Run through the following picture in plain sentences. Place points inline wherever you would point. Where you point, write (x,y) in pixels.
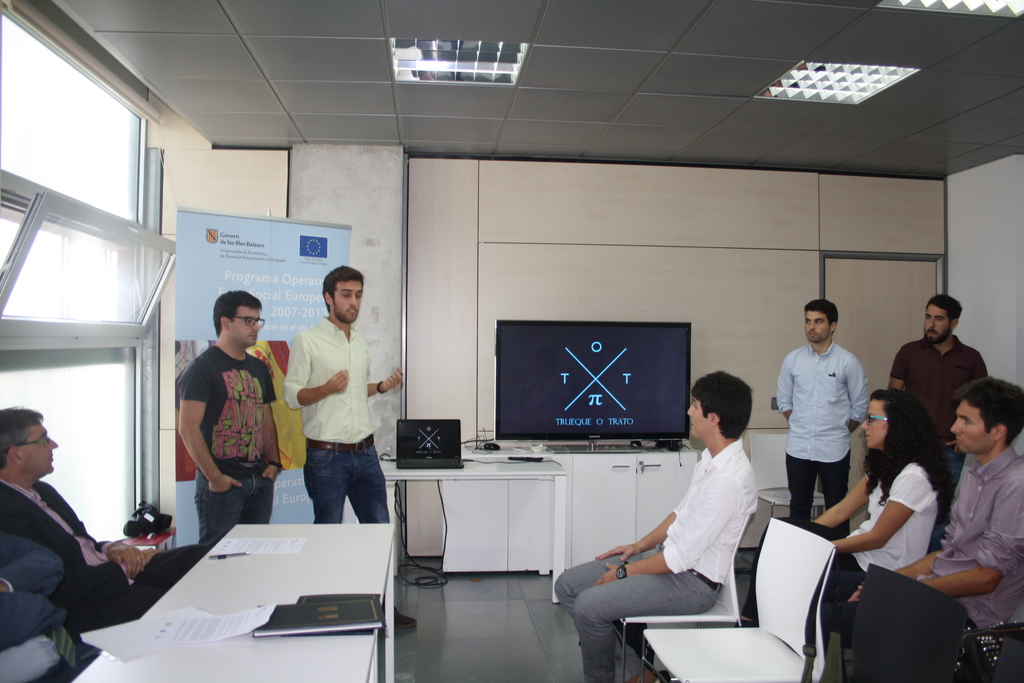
In this image there is a hall (770,269) in which there are few people (842,542) sitting in the chairs (763,480) on the right side (829,528). On the left side (270,597) there is a table (273,571) on which there are books (275,628) and papers (270,544). Beside the table (203,577) there are few officers (58,608) sitting in the chairs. At the top (498,59) there is ceiling (572,84) with the lights (436,58). In the middle (351,354) there are two men (288,388) who are standing on the floor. In the background (541,390) there is a television (586,411) on the table (600,455) and there is a laptop (429,444) beside it. On the left side (309,243) there is a banner (250,254). Beside the banner (273,260) there is a window (38,267).
